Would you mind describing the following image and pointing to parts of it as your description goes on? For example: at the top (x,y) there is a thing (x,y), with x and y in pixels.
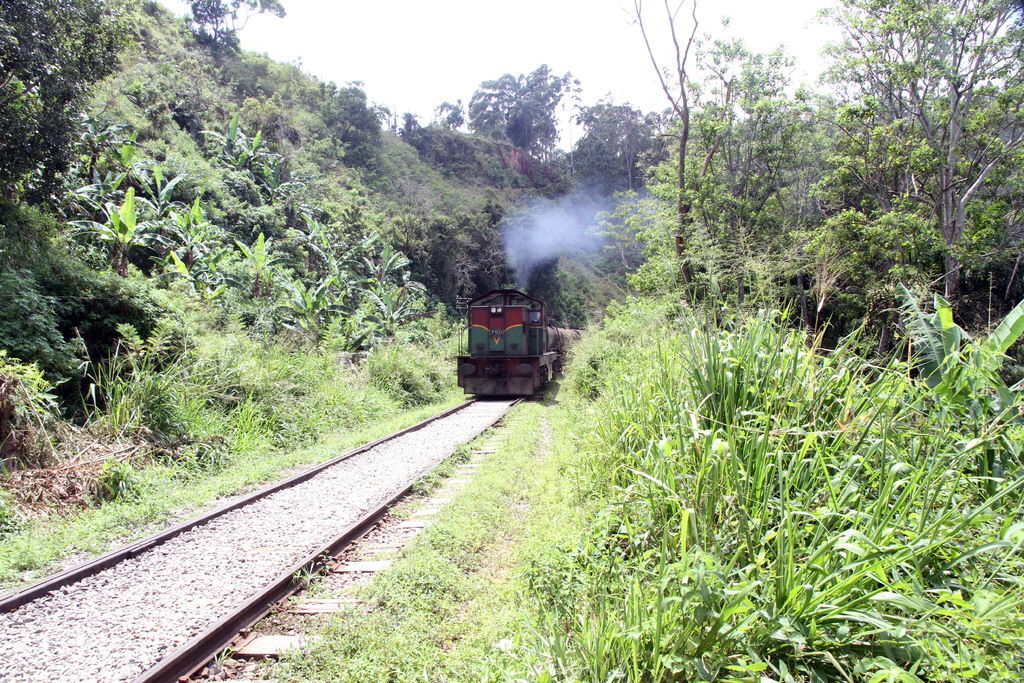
in this image we can see a train (539,347) on the railway track (250,494), trees (383,187), grass (749,550) and sky (423,58).
